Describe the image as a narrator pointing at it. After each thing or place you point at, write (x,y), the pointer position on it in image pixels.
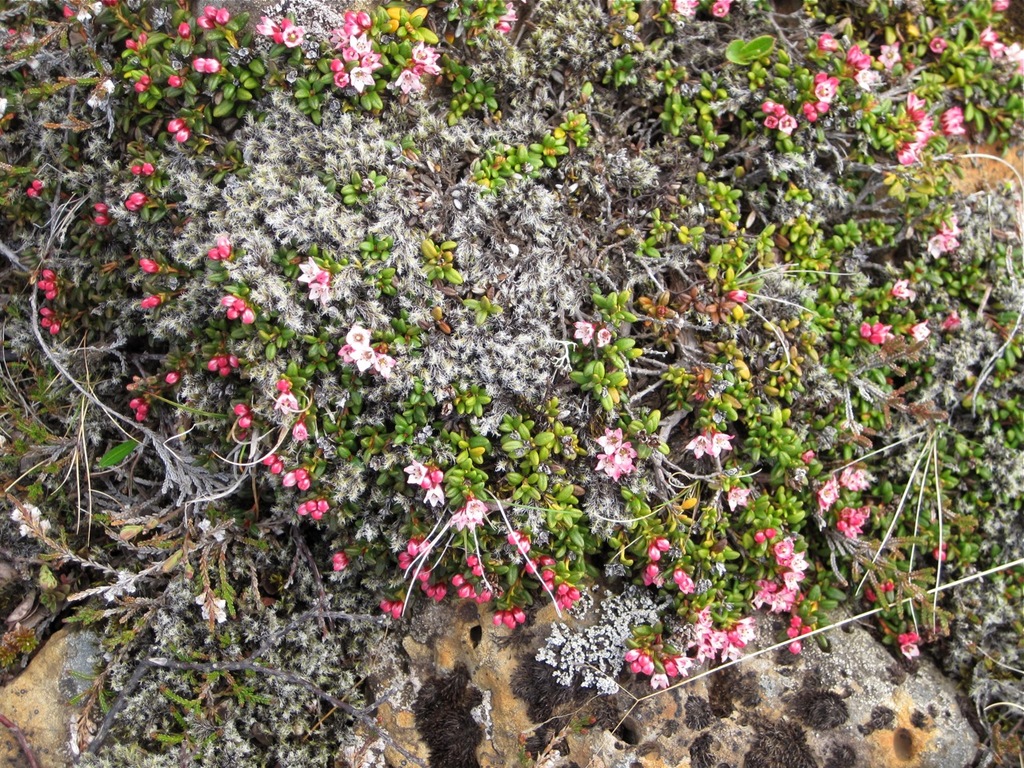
In this image, we can see some plants (482,492) with flowers (811,114) and stems (310,692).
